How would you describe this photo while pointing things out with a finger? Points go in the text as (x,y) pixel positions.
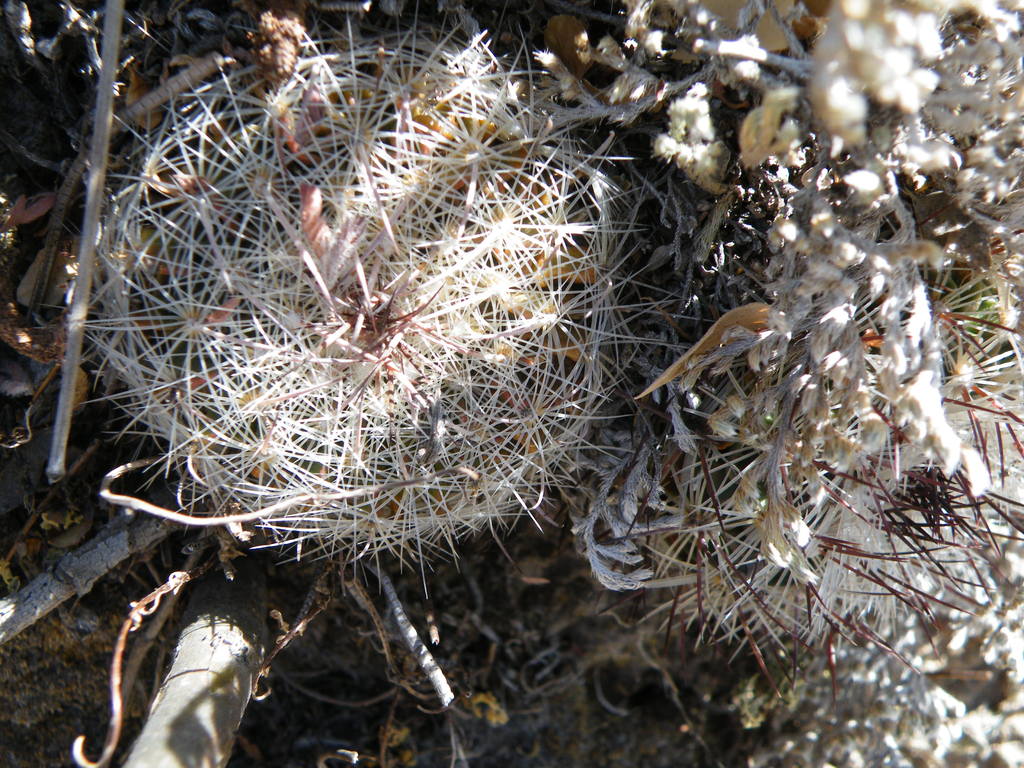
In this image I can see it looks like a small cactus (385,298) and there are dried sticks (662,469) in this image.
